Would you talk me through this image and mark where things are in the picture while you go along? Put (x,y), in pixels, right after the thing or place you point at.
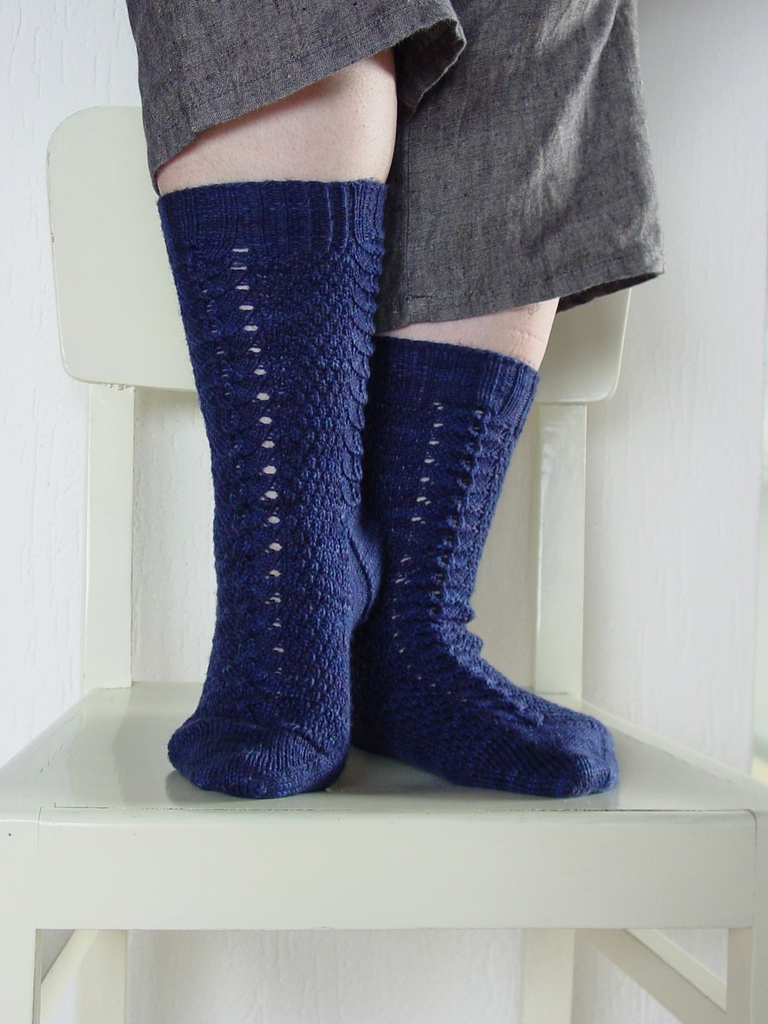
In the image there is a white color chair (493,851). On the chair (231,798) there are person legs (313,126) with blue socks (299,273) and grey pant (515,203). Behind the chair (65,361) there is a white wall (34,110).
